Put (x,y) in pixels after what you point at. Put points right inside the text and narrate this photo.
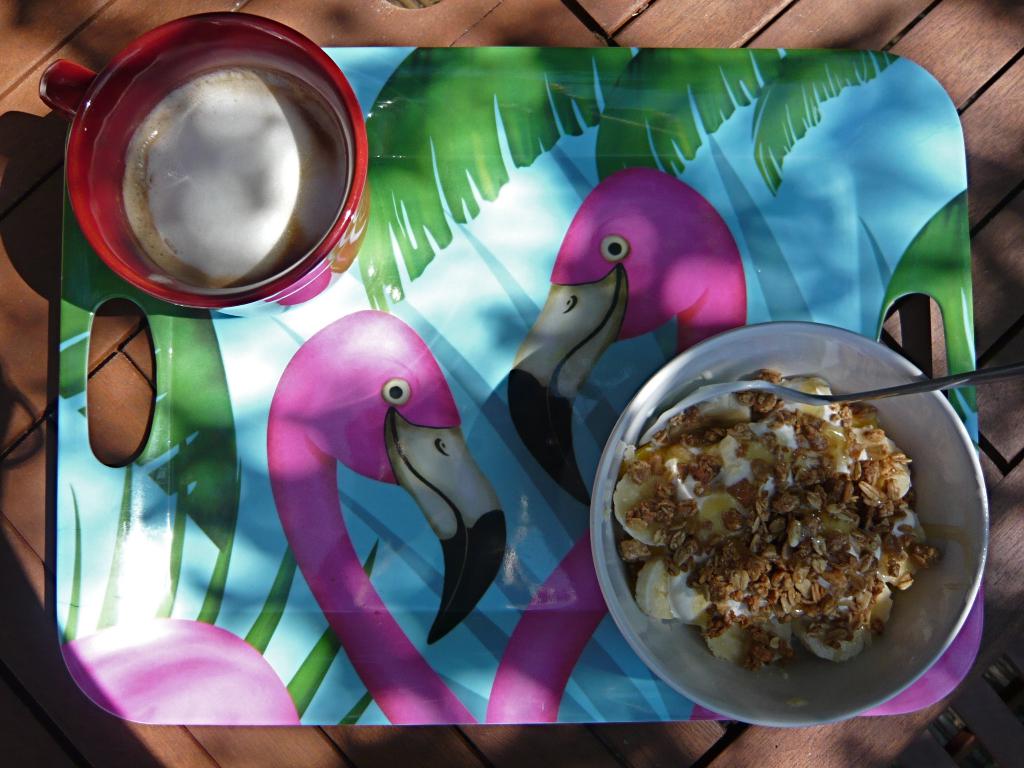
In this image we can see a tray (205,352) which is placed on the table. On the tray (368,453) we can see cup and bowl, in the bowl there is food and spoon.
